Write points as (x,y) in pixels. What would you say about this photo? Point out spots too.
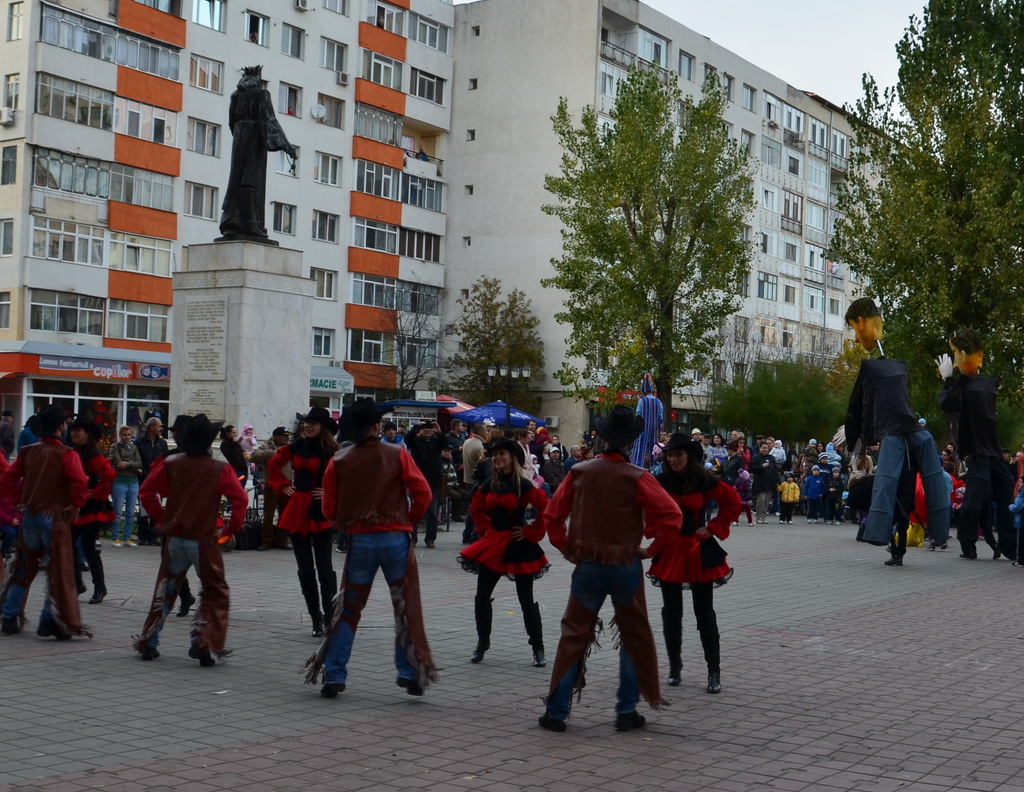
In this image I see the buildings (39,194) and I see number of people (466,451) on the path (729,638) and I see that these few people (593,568) are wearing same dress (652,496) and I see a statue (261,157) on this white stone (240,338) and I see the trees (665,323). In the background (833,96) I see the clear sky (865,66).
